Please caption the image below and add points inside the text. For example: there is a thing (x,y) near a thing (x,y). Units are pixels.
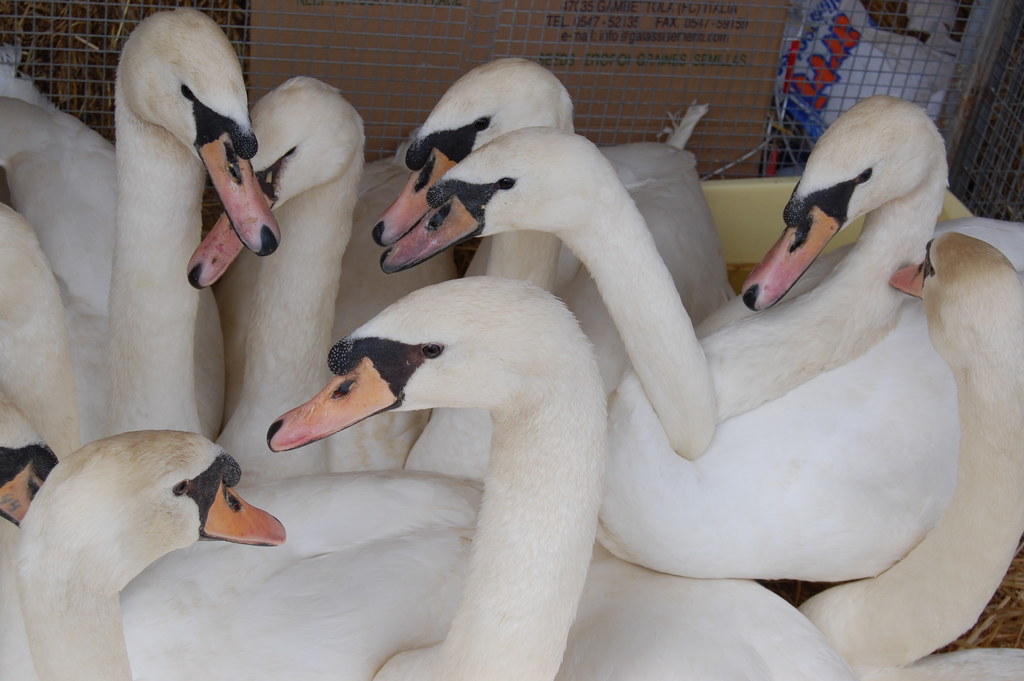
In this picture we can see swans (368,343) in the front (210,338), there is a cardboard box (639,64) in the background (552,25), we can see mesh (594,25) in the middle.
